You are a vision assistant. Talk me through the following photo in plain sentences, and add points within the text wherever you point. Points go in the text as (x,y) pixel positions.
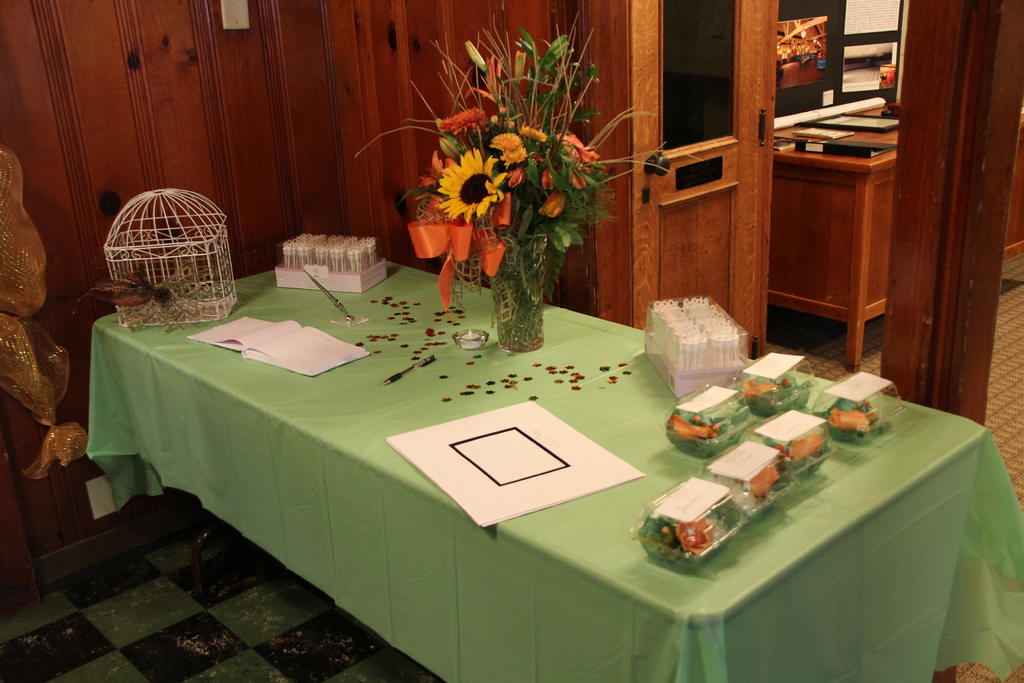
Here we can see a table (470,314) on the floor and flower vase (521,255) and papers (529,459) and some objects (648,338) on it, and here is the door (664,107).
